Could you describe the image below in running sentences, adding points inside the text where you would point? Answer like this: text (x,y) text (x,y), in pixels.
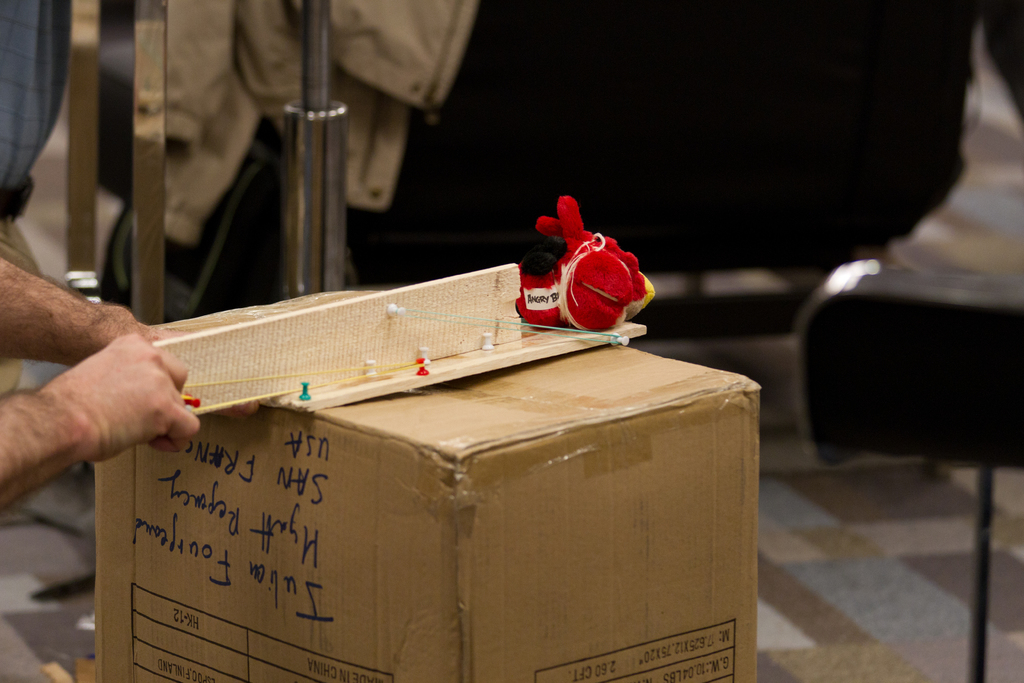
In front of the picture, we see the carton box (434,588) on which the wooden scales (366,324) and a stuffed toy (544,317) in red color are placed. On the left side (117,361), we see the hands (117,361) of the man (164,381) holding the wooden scale (358,331). On the right side (932,446), we see a table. In the left top (310,131), we see the iron rods (343,210) and the jacket (221,143) in beige color. In the background (488,139), it is black in color.
